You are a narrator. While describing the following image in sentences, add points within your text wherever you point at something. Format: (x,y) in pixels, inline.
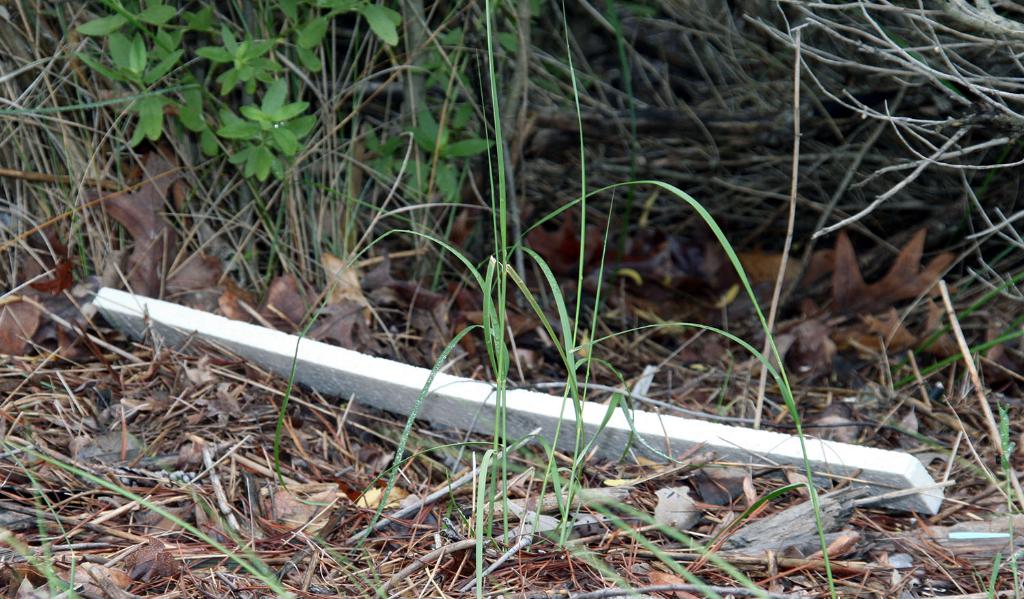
In the picture we can see a grassy path (521,546) with dried grass (458,528), grass plants (500,263) and small plant saplings (265,140) and on it we can see a board (564,421) which is white in color.
